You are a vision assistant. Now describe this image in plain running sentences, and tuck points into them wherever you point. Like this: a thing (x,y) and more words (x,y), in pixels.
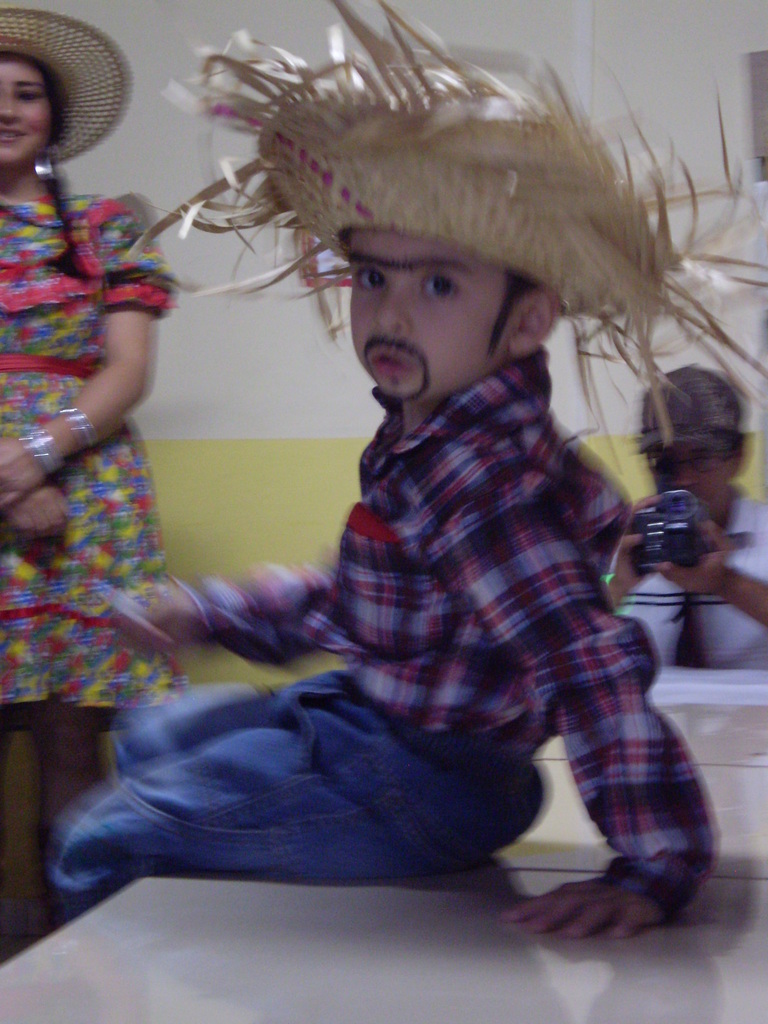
In this picture there is a boy (366,702) sitting on the platform (231,963) and wore hat (381,112). In the background of the image (684,462) there is a man (743,622) holding a camera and we can see a woman (11,579) standing and wore hat (32,51). We can see wall (225,481).
